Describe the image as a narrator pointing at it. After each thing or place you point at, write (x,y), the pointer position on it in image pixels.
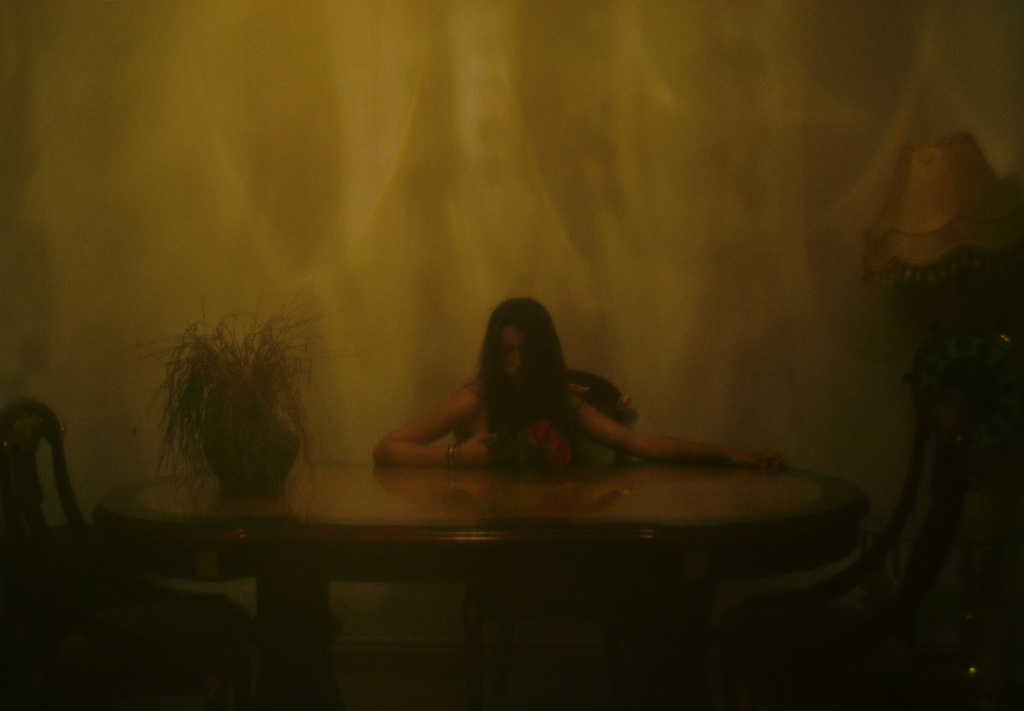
In this picture we can see a girl (526,409) sitting on a chair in front of a table (525,505), we can see a plant (274,413) on the table (485,495), on the right side (908,258) there is a lamp (939,254), we can see two more chairs (77,548) here.
